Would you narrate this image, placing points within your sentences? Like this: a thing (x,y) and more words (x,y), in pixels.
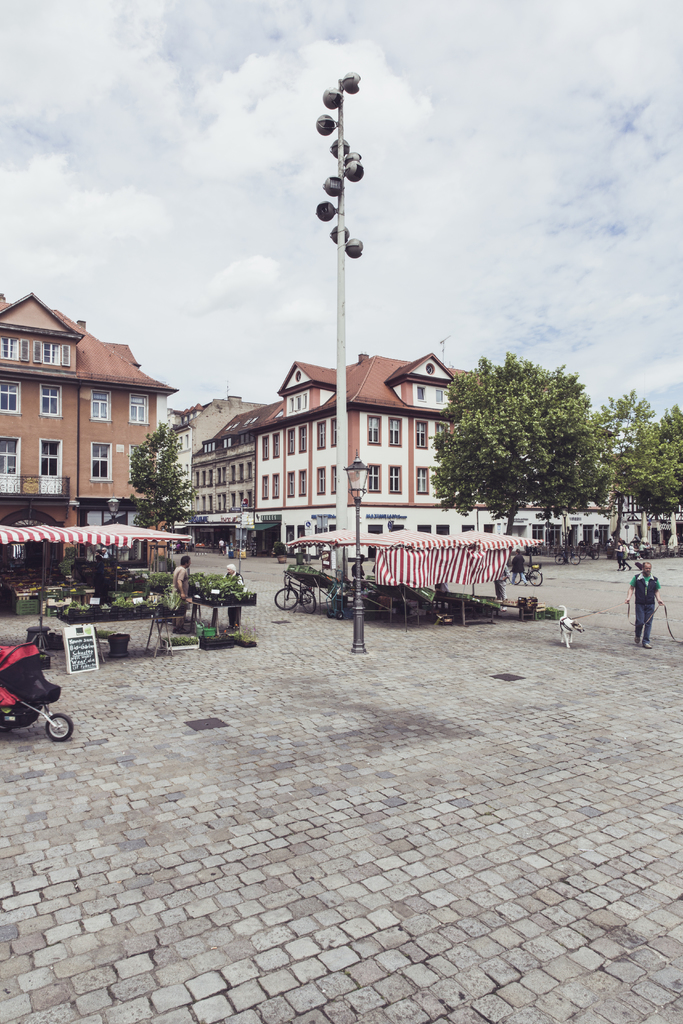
In this image we can see the road (318,761), baby chair (59,739), a person (641,605) with a dog (565,612) is walking on the road (606,676), flower pots (245,643), stalls (216,576) with tents (450,580), light poles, bicycles (299,586) parked here on the road (670,570), we can see trees (642,423), buildings (364,503) and the sky (292,277) in the background (364,101).
